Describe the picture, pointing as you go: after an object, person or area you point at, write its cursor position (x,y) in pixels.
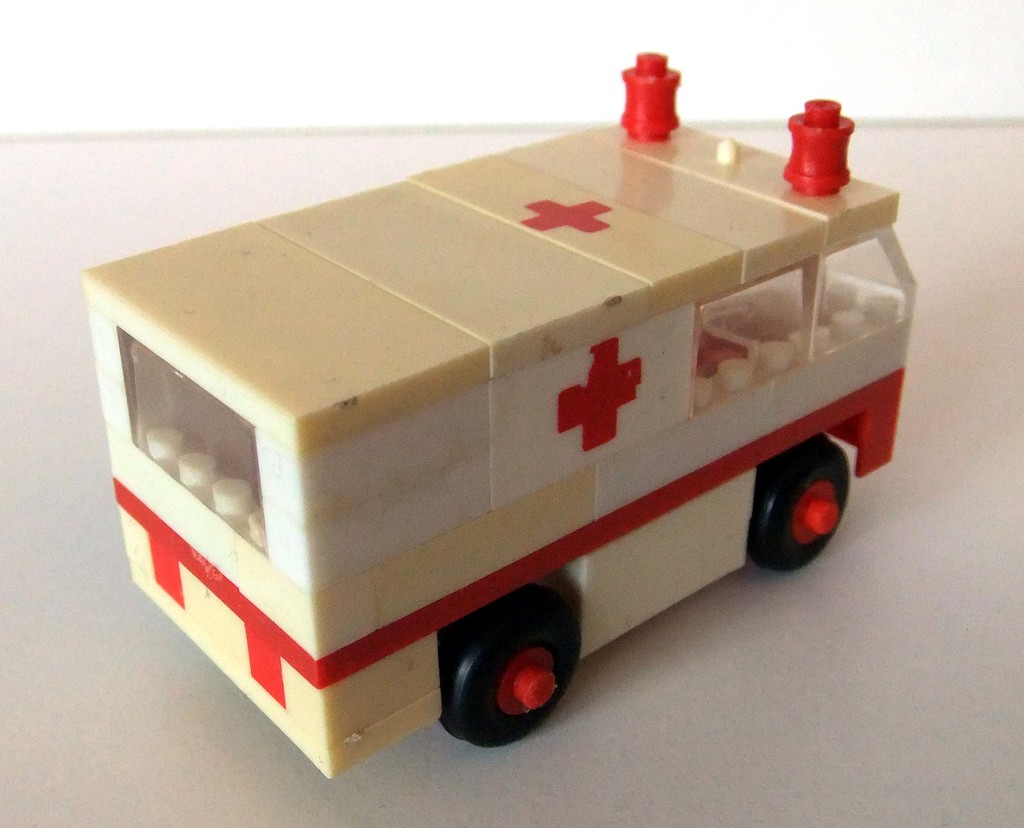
There is a toy ambulance (583,524) on a white surface (93,536).
